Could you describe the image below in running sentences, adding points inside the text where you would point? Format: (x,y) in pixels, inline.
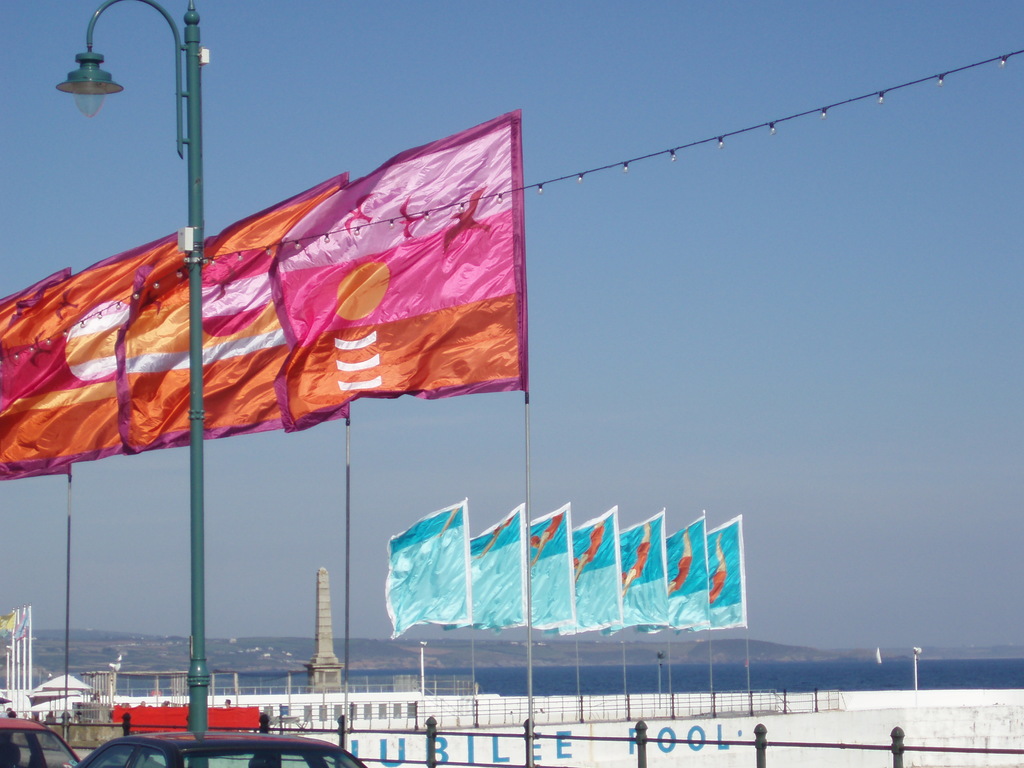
In this picture I can observe blue, red and pink color flags (386,366). On the left side (191,338) there is a green color pole (202,497) to which light (93,64) is fixed. I can observe two cars (212,739) on the left side (116,745). There is a sea (946,673). In the background (749,324) I can observe a sky (686,414).
